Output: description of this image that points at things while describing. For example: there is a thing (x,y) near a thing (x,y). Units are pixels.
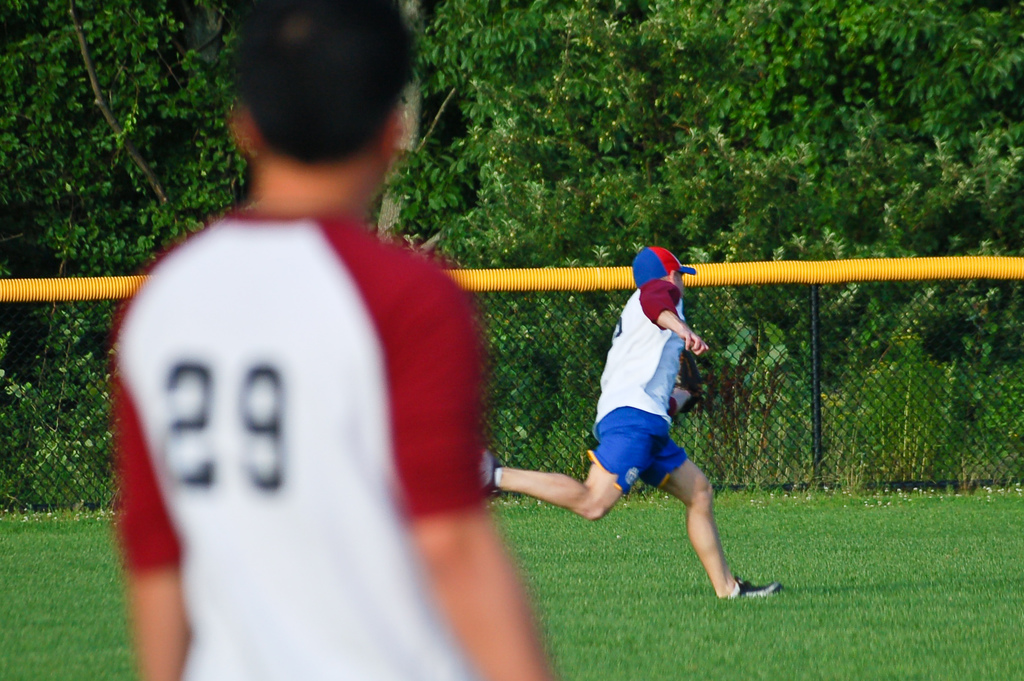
In this image in the foreground (282,363) a person (280,413) is standing. Here a person (634,363) is running on the ground (673,649). There is boundary (778,361) around the ground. In the background (418,160) there are trees (670,180).
